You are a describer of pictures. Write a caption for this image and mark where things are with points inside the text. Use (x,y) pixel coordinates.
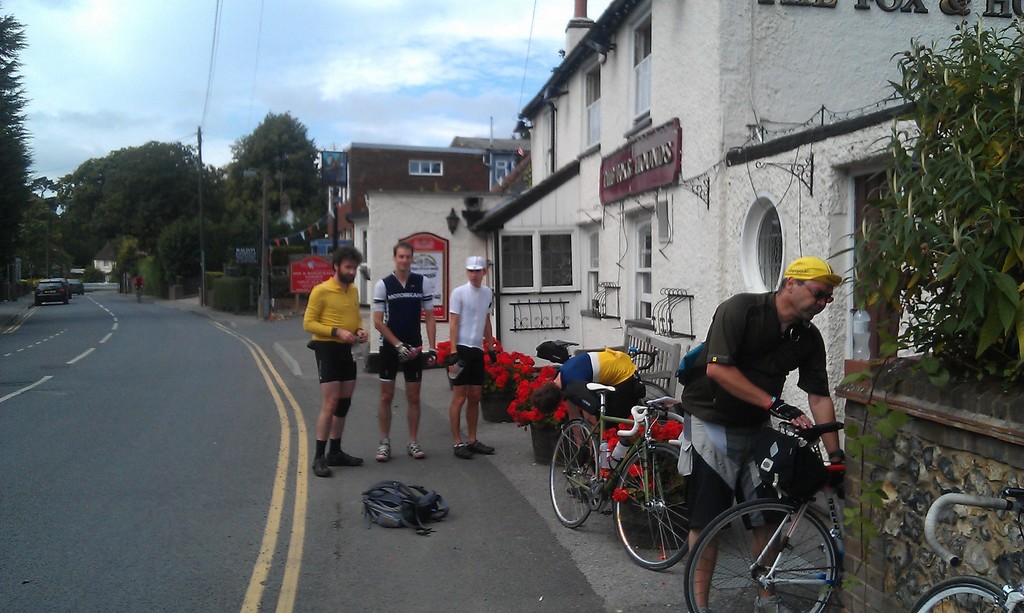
As we can see in the image there is a sky (253,81), trees (145,187), road (159,330) and cars (61,286) on road (159,463). On the right side (759,122) there is a building (701,113), bicycle (769,501), flowers (521,372) and few people (431,337) on road (19,534).
